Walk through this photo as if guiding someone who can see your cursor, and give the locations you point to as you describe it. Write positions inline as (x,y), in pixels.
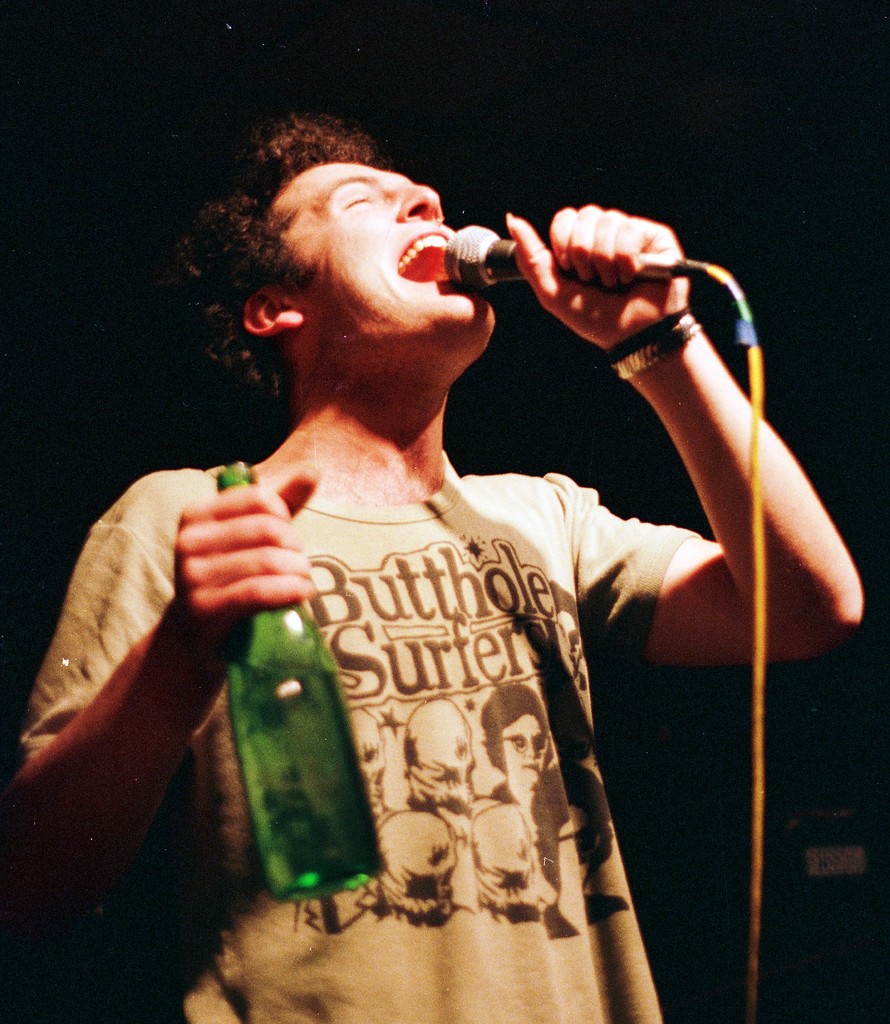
In the center of the image (549,500) there is a man (438,499) singing a song. He is holding a bottle (307,747). There is a mic (455,280) in his hand (601,298).
